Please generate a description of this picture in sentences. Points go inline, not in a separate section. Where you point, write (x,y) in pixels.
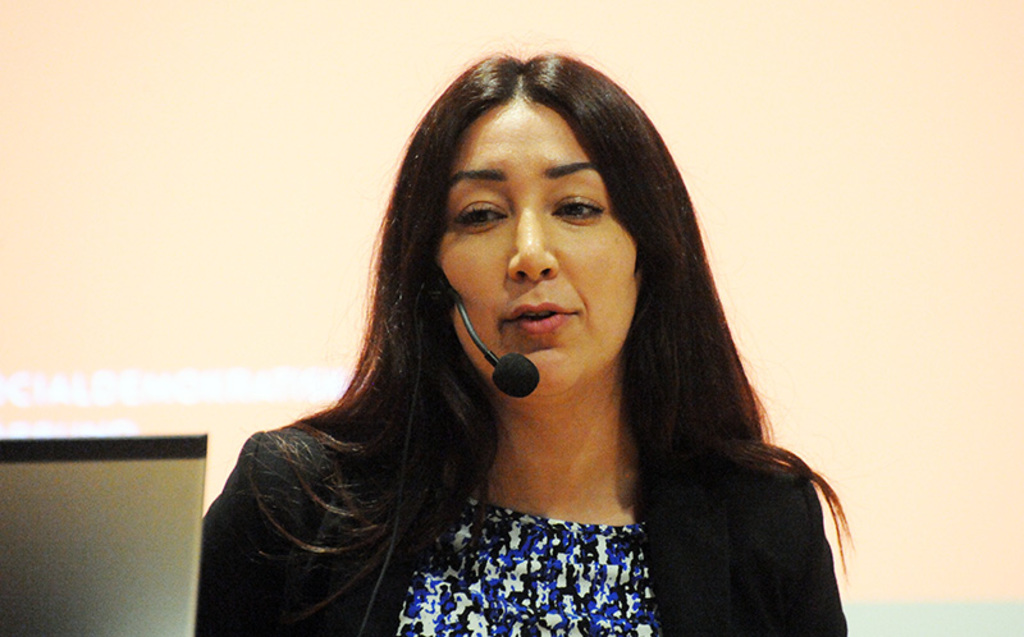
In this image there is a person (489,490), there is a microphone (512,372), there is a wire (386,567), there is an object (99,512) towards the left of the image (122,498), there is a screen (758,67) behind the person (412,446).
